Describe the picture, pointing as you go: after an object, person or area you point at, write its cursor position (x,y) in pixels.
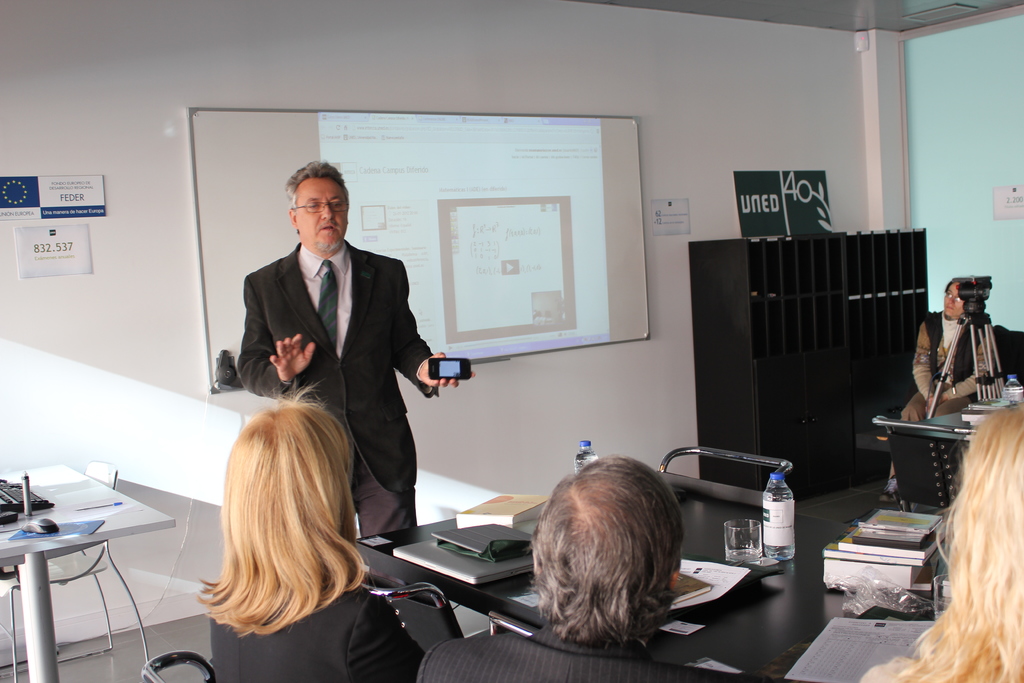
Here we can see a group of people (974,471) sitting on chairs (393,593) and table (789,601) in front of them and books (886,559) on the table (800,571) at the right side (962,374) we can see a lady (945,392) sitting and there is a video camera (971,349) in front of her and in the middle (373,355) there is a man (377,333) standing holding a mobile phone (467,361) and explaining something, behind him there is projector screen (509,339).
